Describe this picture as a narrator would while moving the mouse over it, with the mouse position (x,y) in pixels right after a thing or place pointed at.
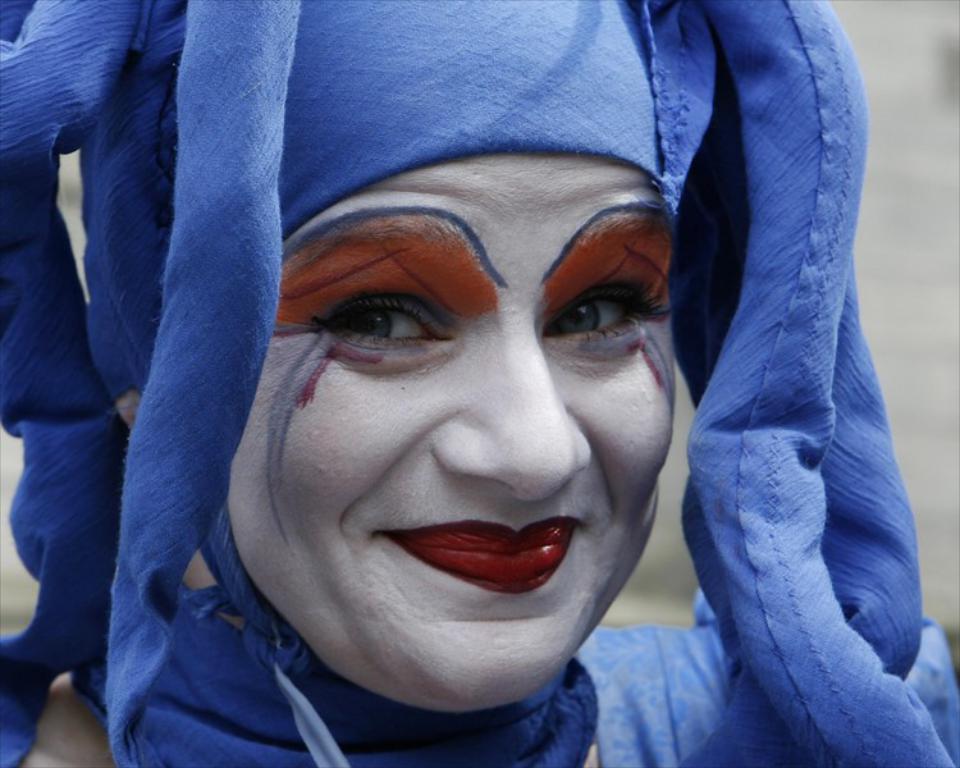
In this picture we can see a person (621,342) is smiling in the front (572,451), this person (195,323) is wearing costume (379,153), there is a blurry background (937,241).
